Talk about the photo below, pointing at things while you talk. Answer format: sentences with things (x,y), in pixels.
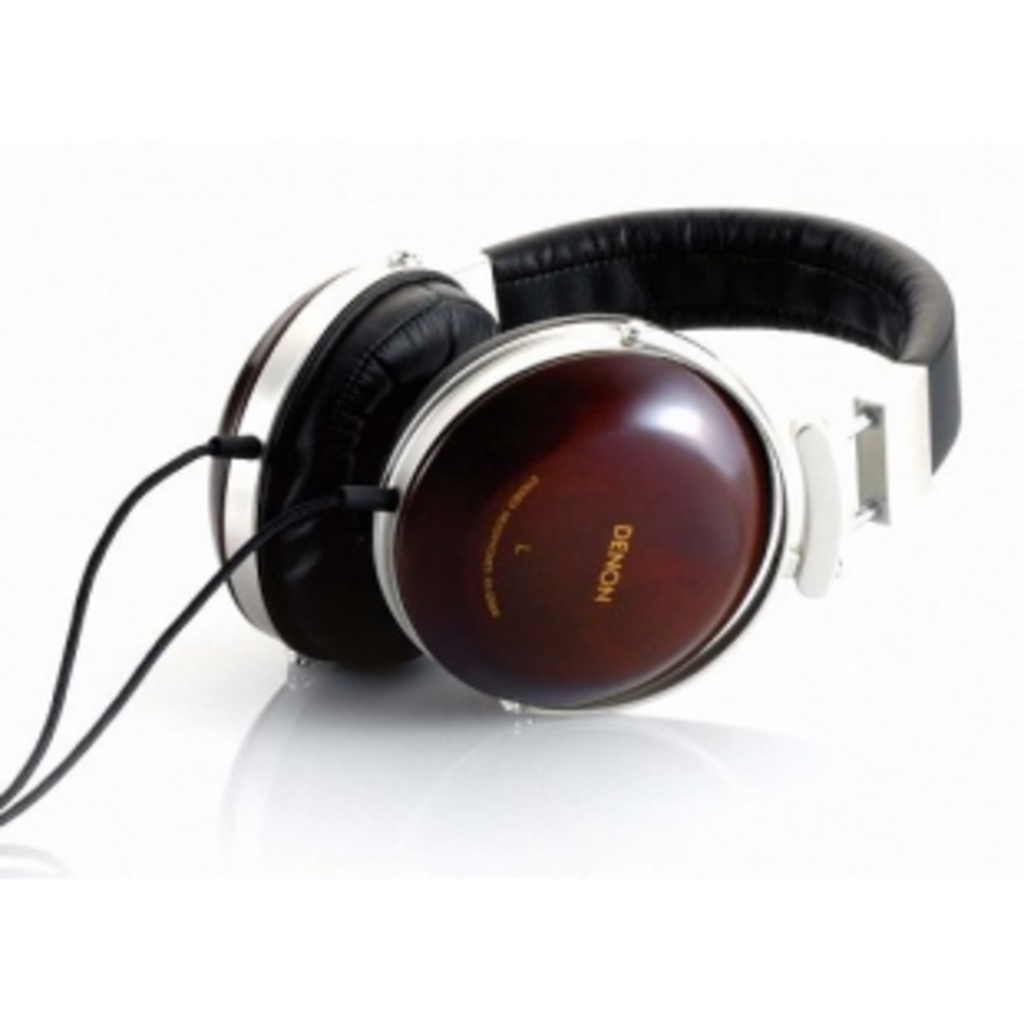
There is a wired headset (530,511) which is in brown and black colour placed on the white floor (683,817).
